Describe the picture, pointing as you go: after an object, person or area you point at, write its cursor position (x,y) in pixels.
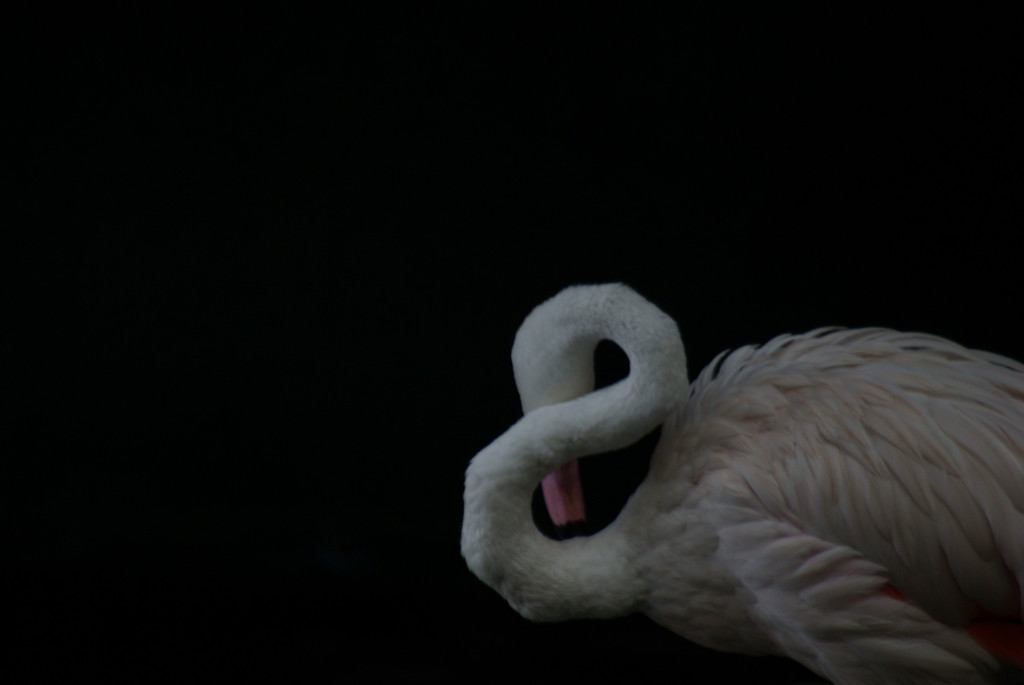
In this picture we can see flamingo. In the background of the image (624,107) it is dark.
